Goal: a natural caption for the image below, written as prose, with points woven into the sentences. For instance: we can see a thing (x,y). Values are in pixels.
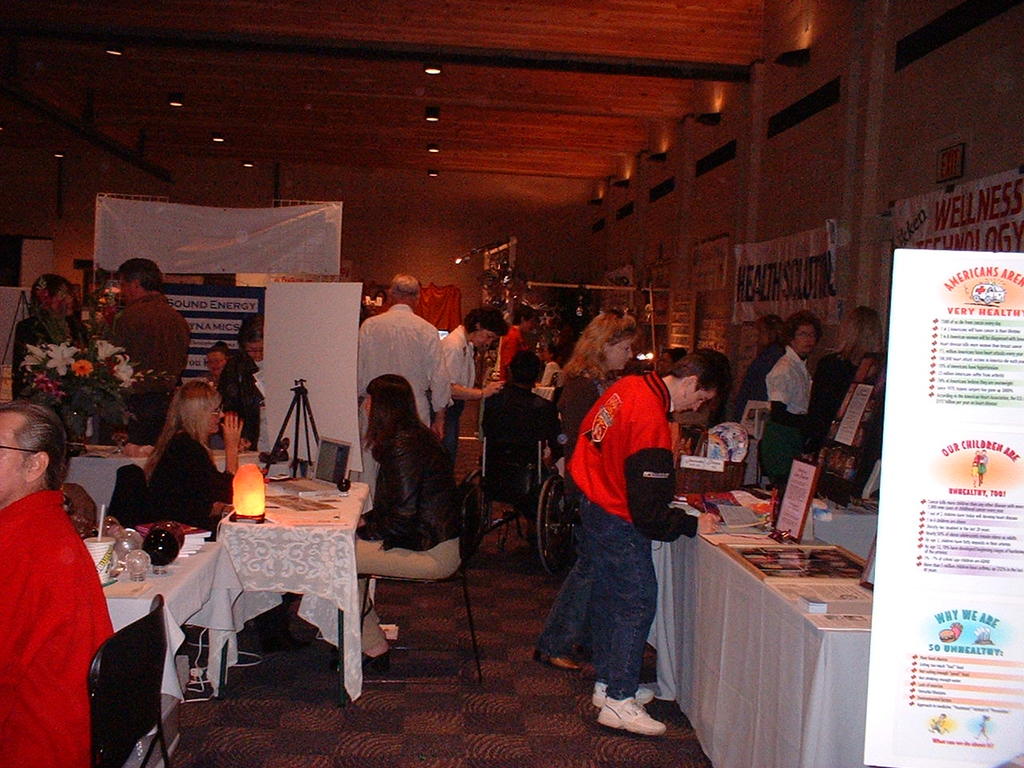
At the top (431,63) we can see ceiling (404,111) and lights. Here we can see few persons (394,320) standing and busy with their own work. We can see few persons (404,504) sitting on chairs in front of a table (254,564) and on the table (290,538) we can see lamps (240,504), stand (299,445), boards (316,397), photo frames (843,550). One person (543,457) is sitting on a wheelchair (554,528) on the floor (511,549). These are banners (951,228).
